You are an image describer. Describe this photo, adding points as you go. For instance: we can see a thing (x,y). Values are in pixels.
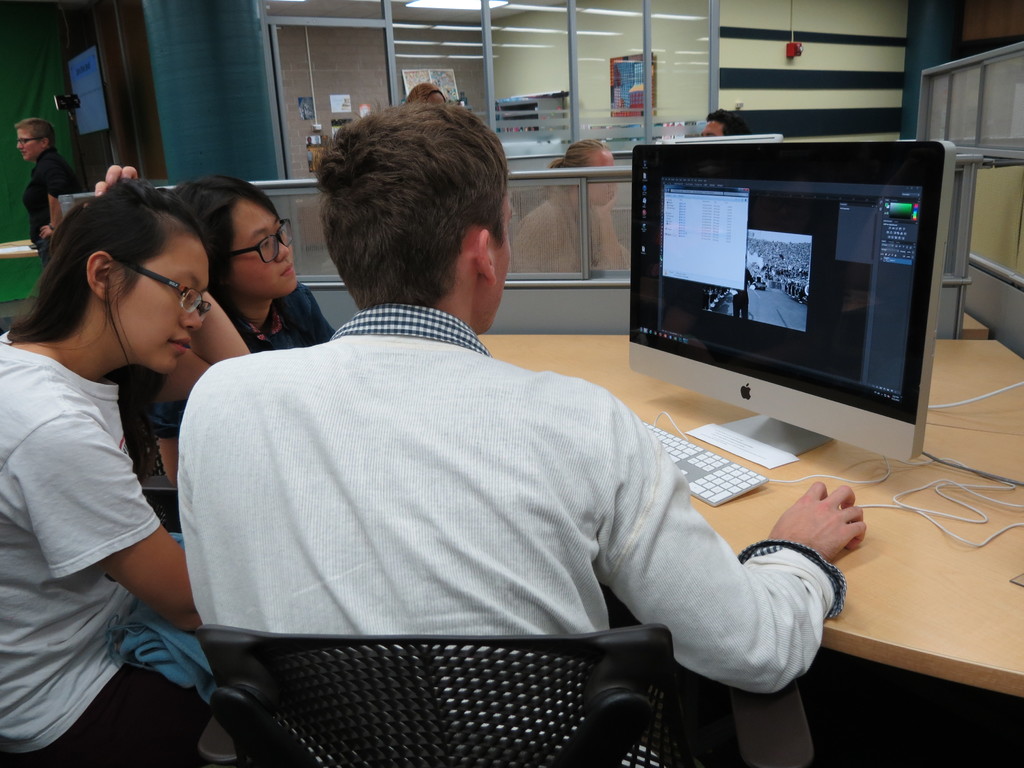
In the background (672,80) we can see the glass doors (528,90). We can see boards (453,69) and posters (438,70). On the left side (37,138) we can see a person (51,141), wearing spectacles (19,140). In this picture we can see different cabins (604,233) and people (572,160) sitting. We can see a man (494,534) is sitting on the chair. Beside to him we can see women (182,313), wearing spectacles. Some are staring at the monitor screen (744,283). On the table (760,502) we can see a keyboard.
